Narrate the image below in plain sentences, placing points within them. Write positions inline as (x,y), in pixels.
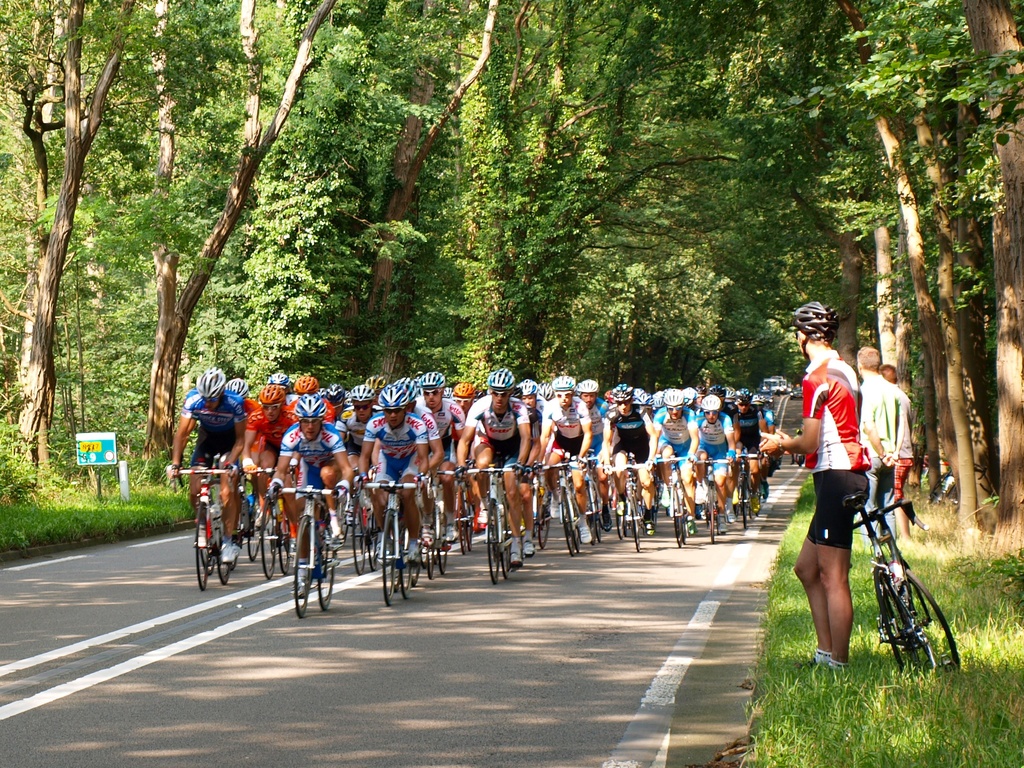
The image is taken on the road (431,645). There are people (448,449) riding bicycles (743,499) on the road (518,572). On the right (819,374) there are people (775,436) standing. There is a bicycle (902,629). In the background (577,214) there are trees (724,204).
